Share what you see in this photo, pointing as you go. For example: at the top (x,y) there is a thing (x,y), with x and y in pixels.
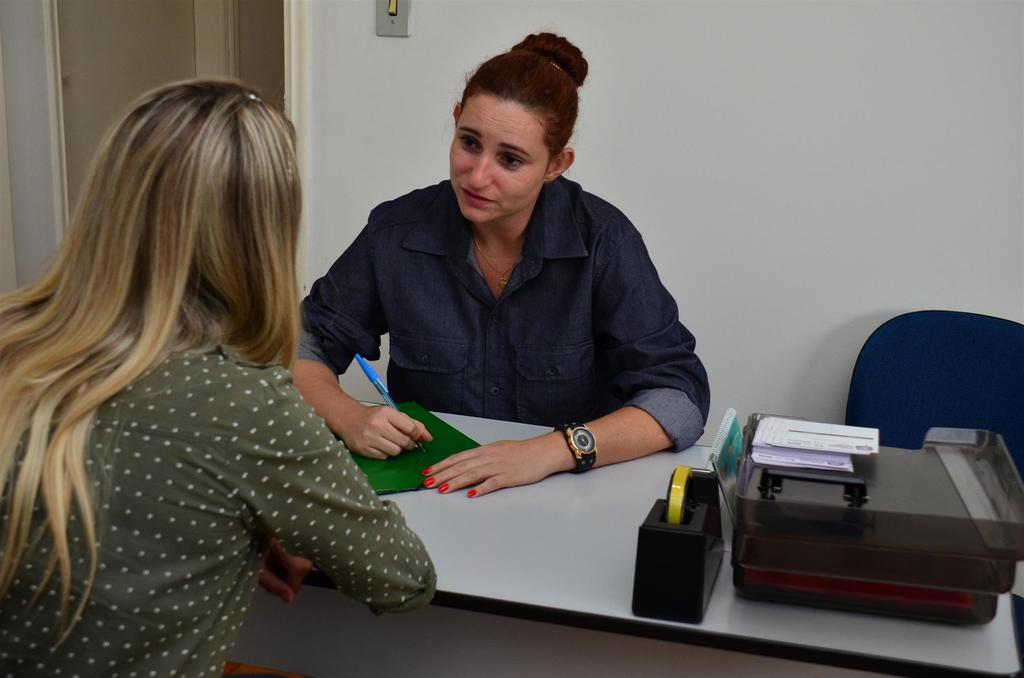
The image is clicked inside the room (817,99). In this image there are two women (324,298). In the middle (447,282), the woman (496,298) is wearing blue color shirt (531,308). To the left (115,309), the woman (127,319) is wearing a gray color shirt (108,535). In the background (342,16), there is switch (382,16), door (216,40) and white color wall (335,65). In the front (672,541) there is a table (594,563), on which a tape stand (665,541) and a box (818,522) is kept.
